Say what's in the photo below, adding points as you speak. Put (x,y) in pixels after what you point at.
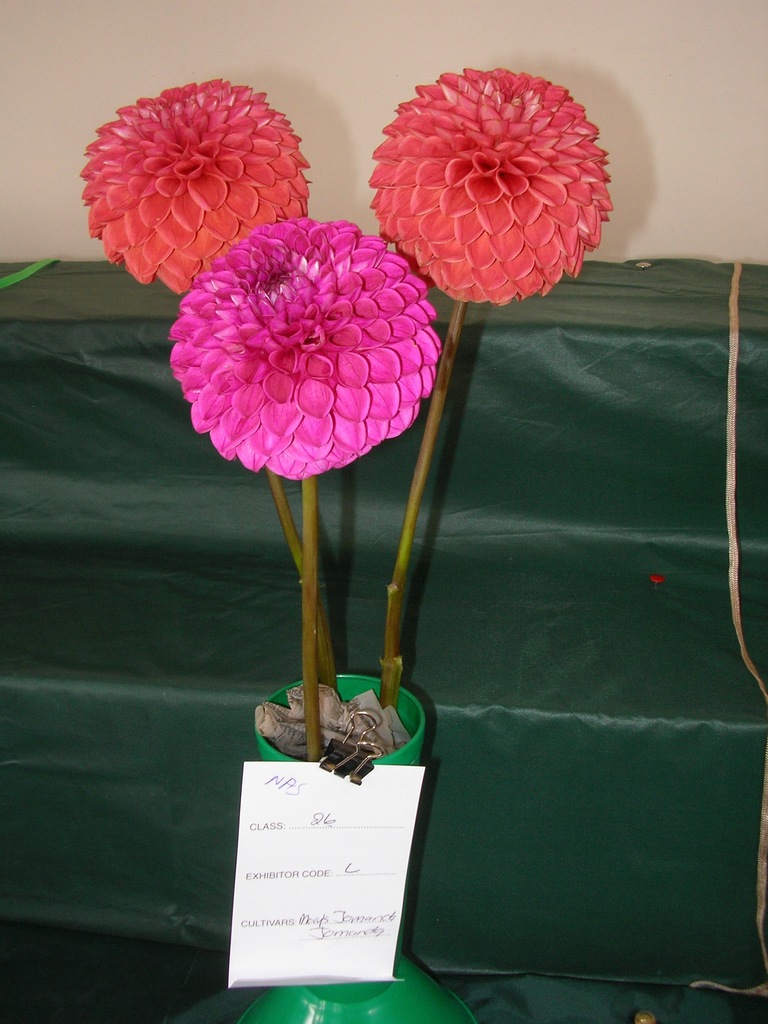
In this image there are three colorful flowers (418,296). There is a paper (395,766) on the pot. There is a green color cloth (458,626) on the backside (683,145) and a cream color wall (715,145).
